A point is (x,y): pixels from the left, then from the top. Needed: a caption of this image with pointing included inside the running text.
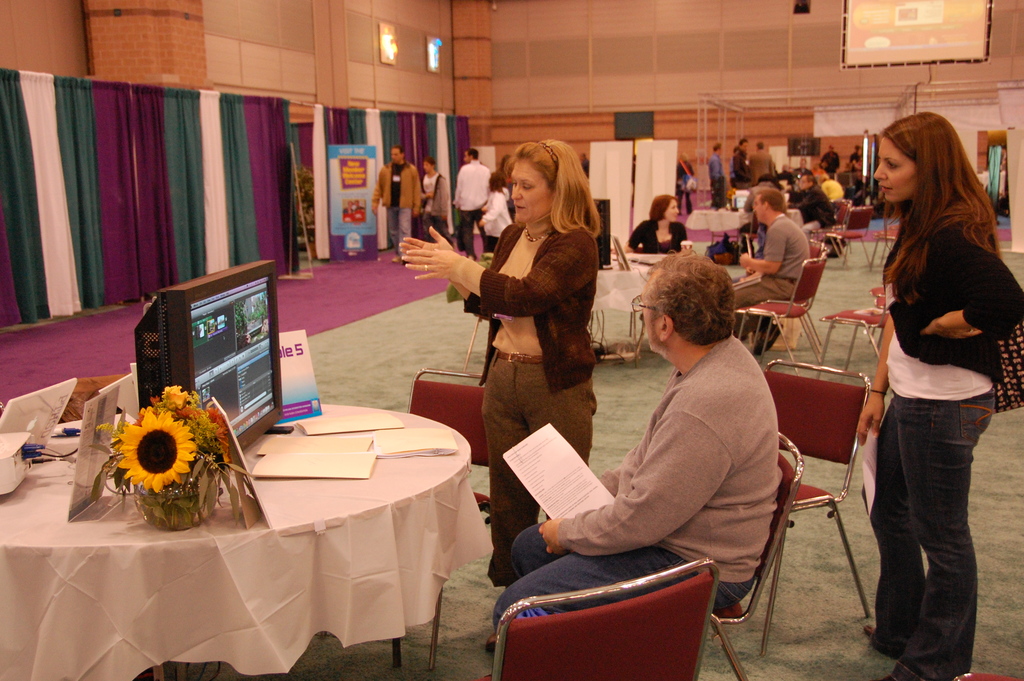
This a picture of a hall (58,376) in which there are some round tables (269,503) and chairs (645,605) and people (674,507) sitting on the chairs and standing in the hall (384,355). On the table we have a small plant (201,427), flowers (184,402), screen (220,419) and some papers (392,436) and around the room (201,84) we have some colorful curtains (215,178) and a big screen (974,56).
